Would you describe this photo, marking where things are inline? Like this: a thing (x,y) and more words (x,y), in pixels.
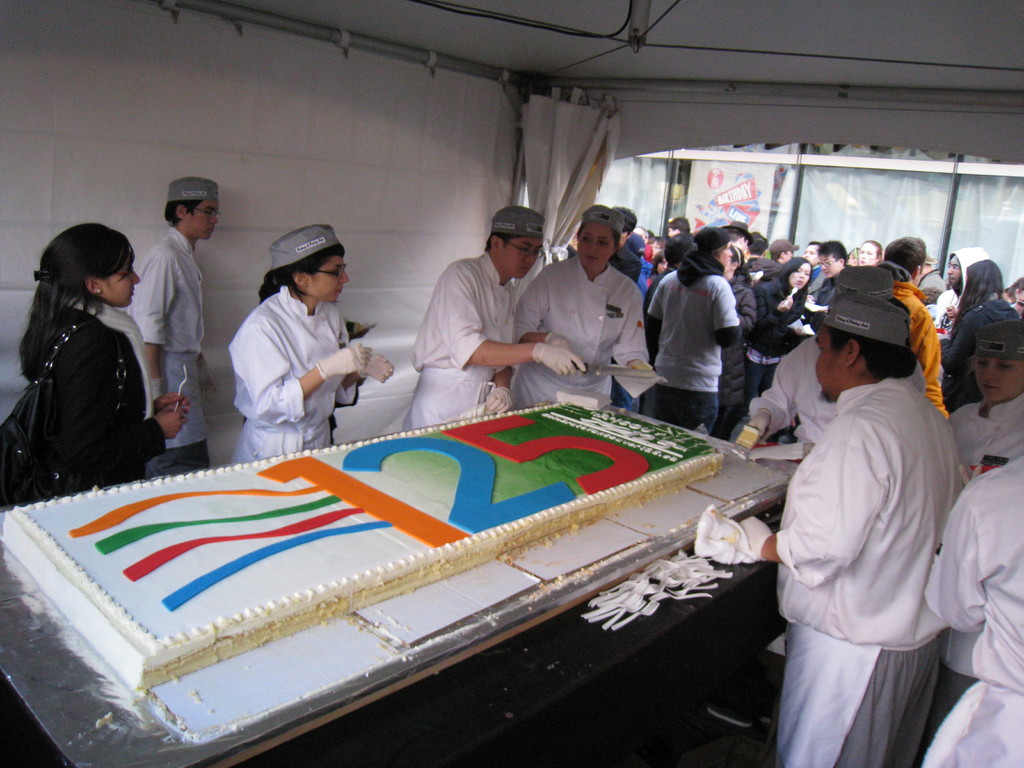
In this picture we can see a group of people (691,388) standing and in front (279,370) we can see persons (897,518) wore white color coat (553,320), cap (526,224) and in front of them there is a cake (569,491) on table (618,580) and background (919,190) we can see windows (799,184).
